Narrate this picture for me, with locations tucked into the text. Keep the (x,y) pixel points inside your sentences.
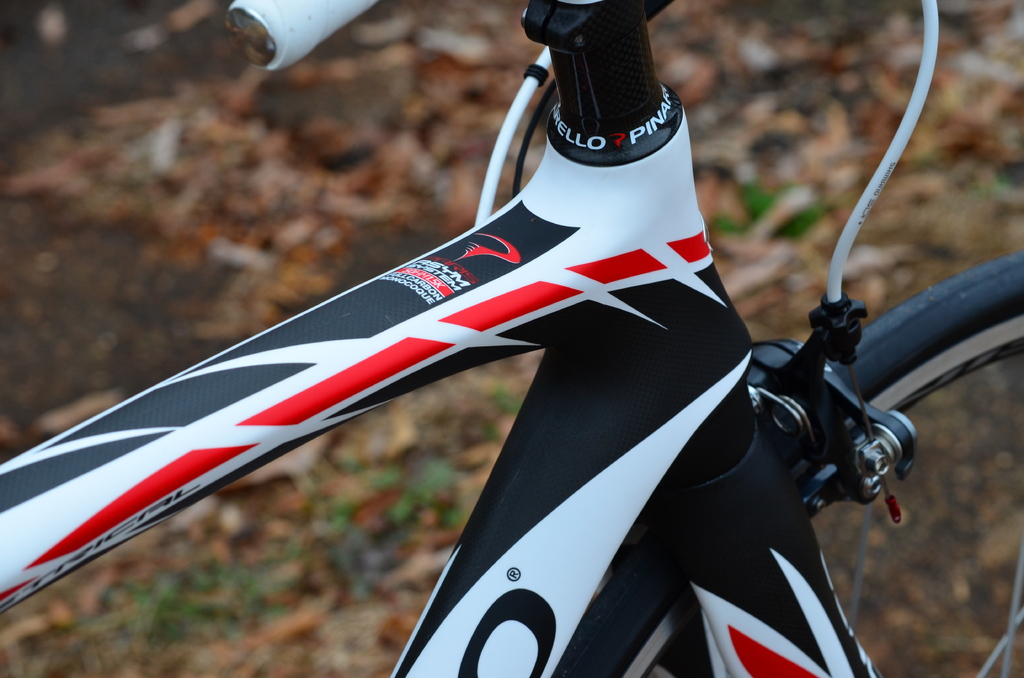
In the background (742,123) portion of the picture we can see the ground (142,191). This picture is mainly highlighted with a bicycle (535,526).
